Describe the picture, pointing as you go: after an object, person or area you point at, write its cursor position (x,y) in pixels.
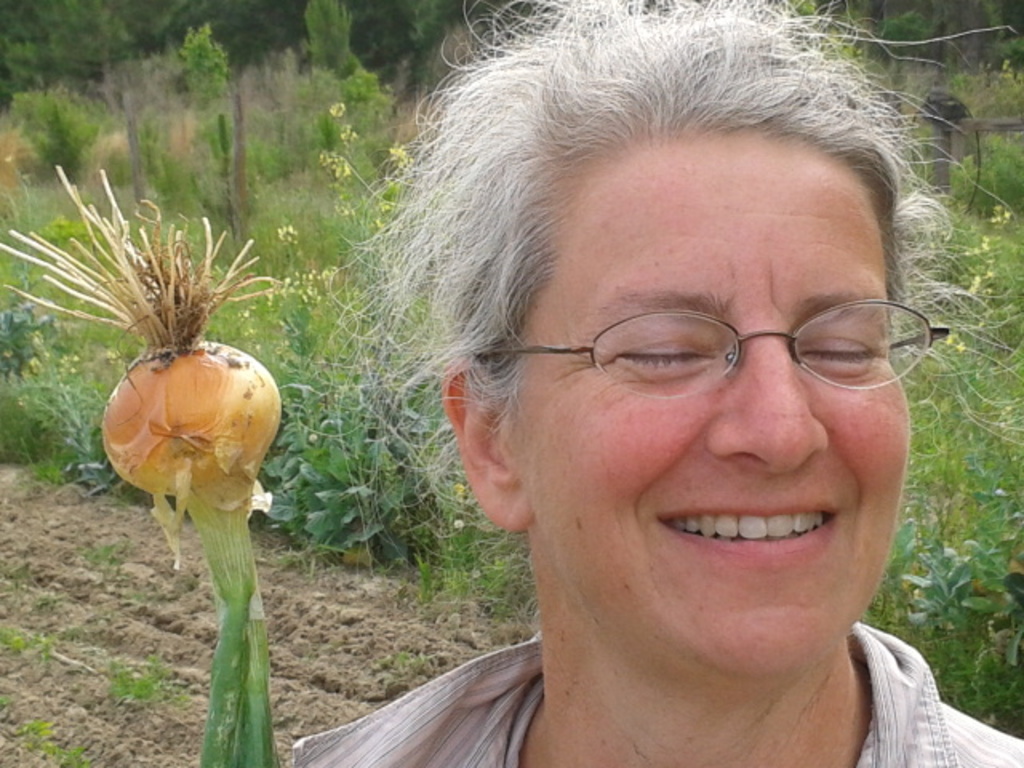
In this picture we can observe a woman (790,520) smiling and she is wearing spectacles (604,374). She is holding a vegetable (190,404) in her hand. In the background (323,410) we can observe some plants (284,429). There are some trees (219,44).
